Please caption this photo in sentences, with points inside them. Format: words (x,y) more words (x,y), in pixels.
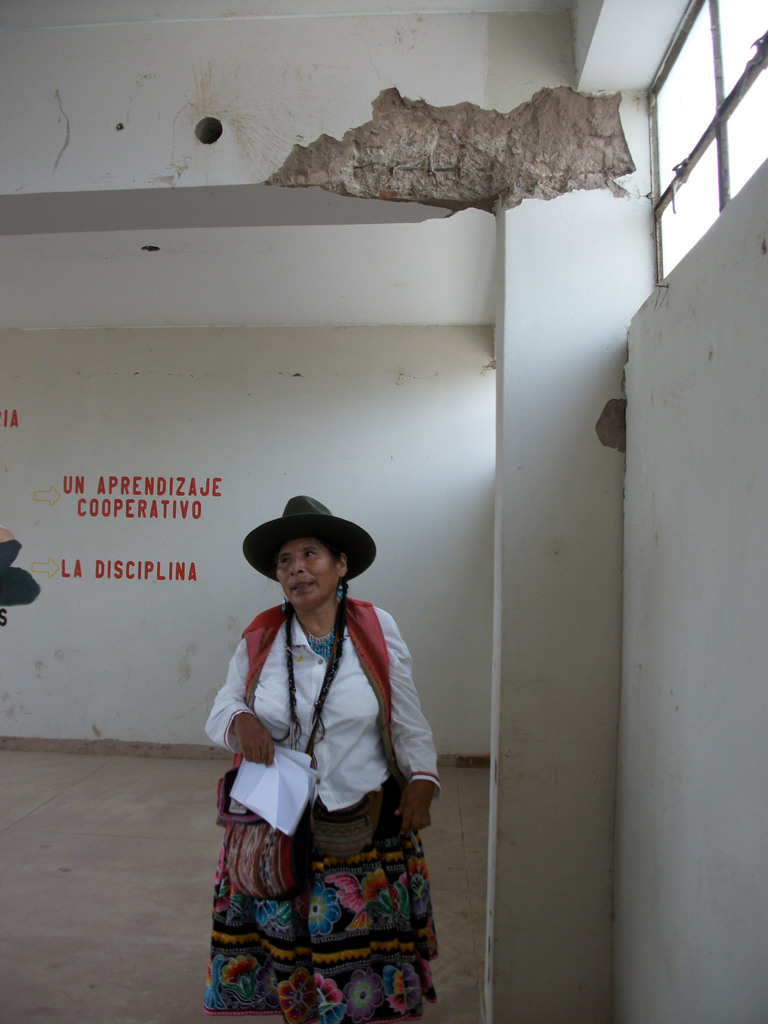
In this image we can see a woman (366,879) wearing costume (363,866), hat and bags (230,825) is holding a book (240,798) in her hands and standing on the floor (75,775). Here we can see the ventilator (760,26) and some text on the wall (180,467).
